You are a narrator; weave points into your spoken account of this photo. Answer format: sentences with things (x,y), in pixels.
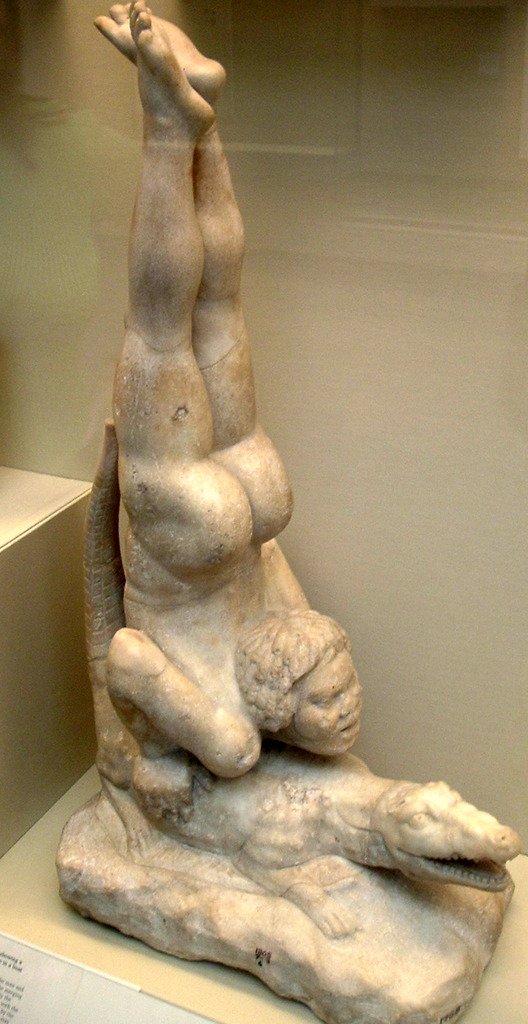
In this picture we can see the sculpture (361,812) of a person (183,507) and a crocodile (167,834) on a creamy surface (19,848). There is a text (7,955) visible on a paper (31,977) in the bottom left (27,961).
